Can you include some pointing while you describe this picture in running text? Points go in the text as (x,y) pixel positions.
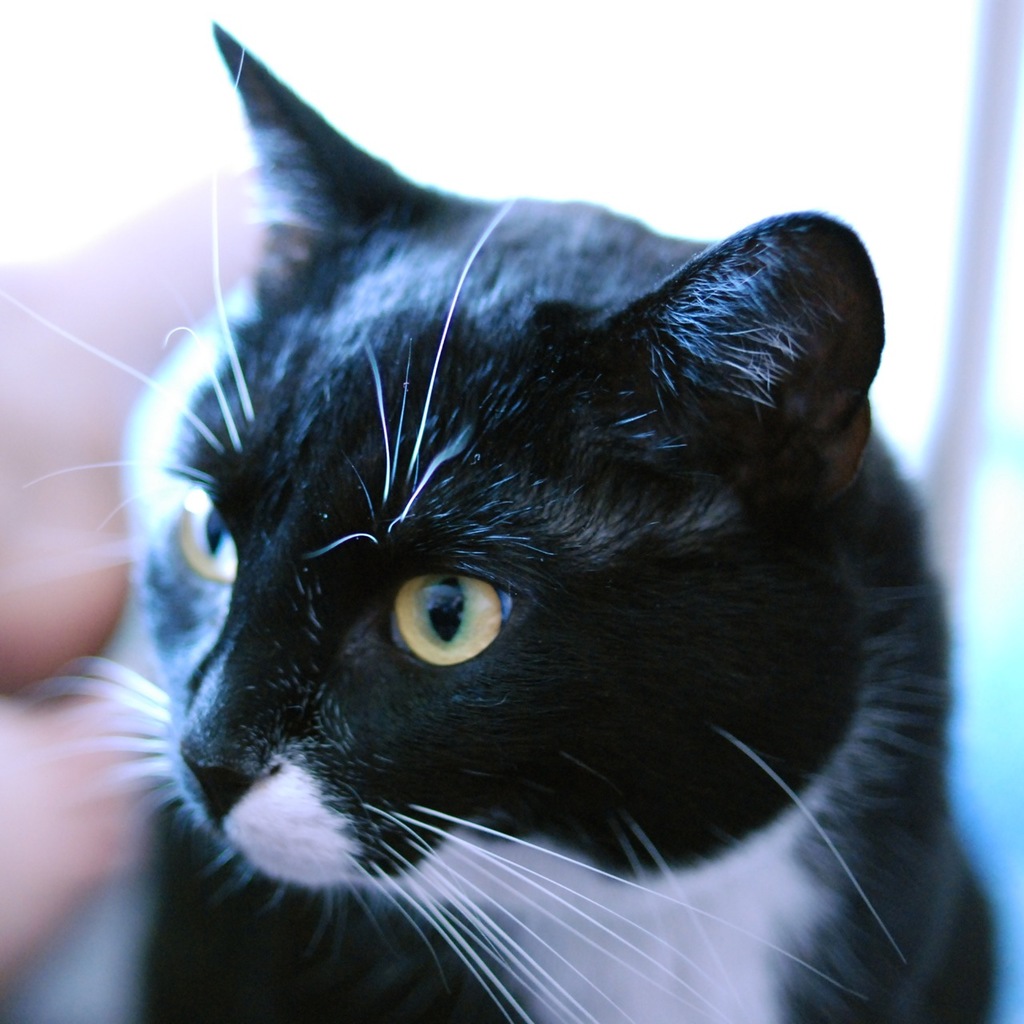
In this picture I can observe black color cat (434,715) in the middle of the picture (534,478). The background (633,104) is completely blurred.
